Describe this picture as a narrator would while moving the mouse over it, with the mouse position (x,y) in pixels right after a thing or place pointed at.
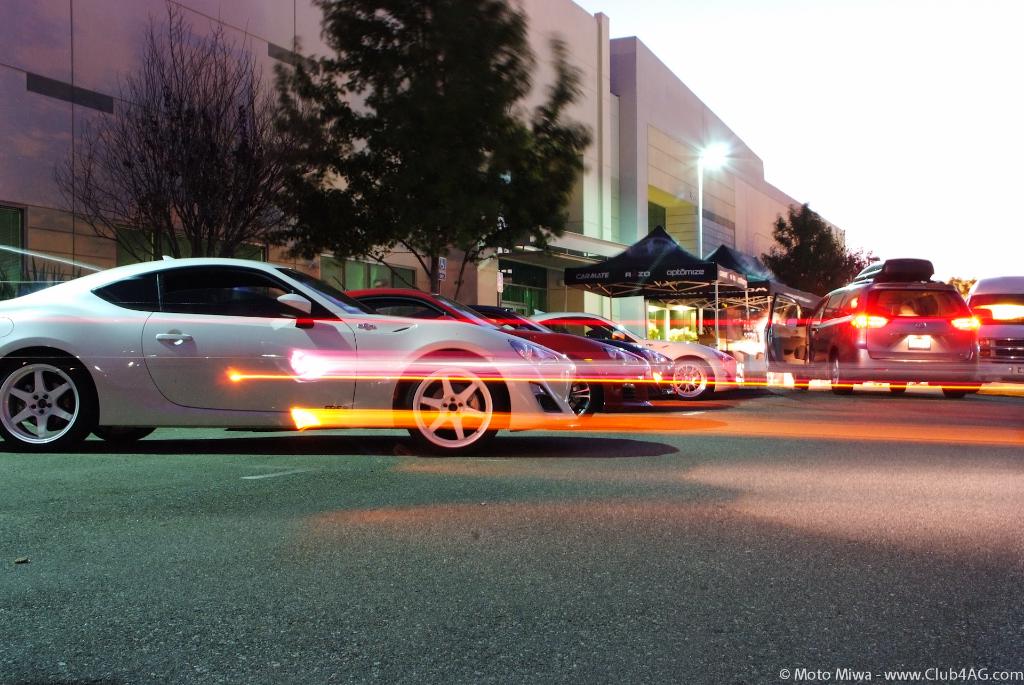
In this image I can see few vehicles (591,385) on the road (603,457). I can see building (649,104), trees (504,199) and light pole (709,162). In front I can see a black color tents (727,247). The sky (874,108) is in white color.
